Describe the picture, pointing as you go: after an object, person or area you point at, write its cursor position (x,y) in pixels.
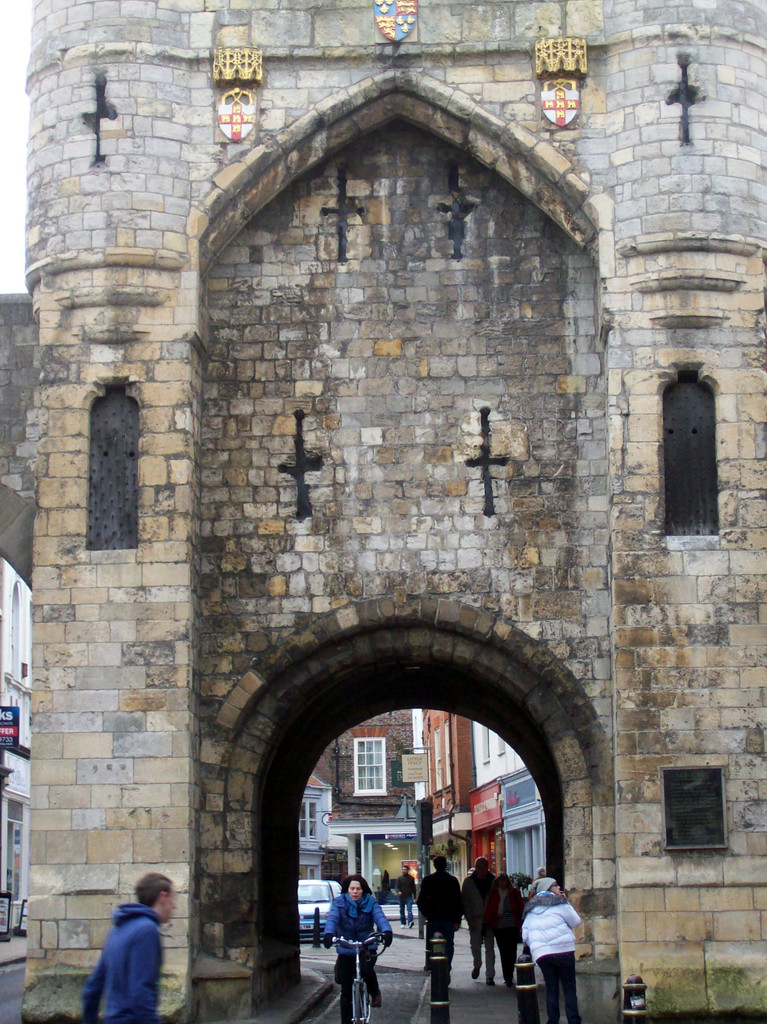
In this image we can see the castle construction (658,411). Here we can see the arch design construction (379,679). Here we can see a woman (373,957) riding a bicycle (354,1005) on the road (396,982). Here we can see a few people (546,921) walking on the sideways (498,977) of the road (388,1001). Here we can see a car (331,896) on the road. In the background (407,861), we can see a building (351,763) and here we can see the glass windows (375,784).
